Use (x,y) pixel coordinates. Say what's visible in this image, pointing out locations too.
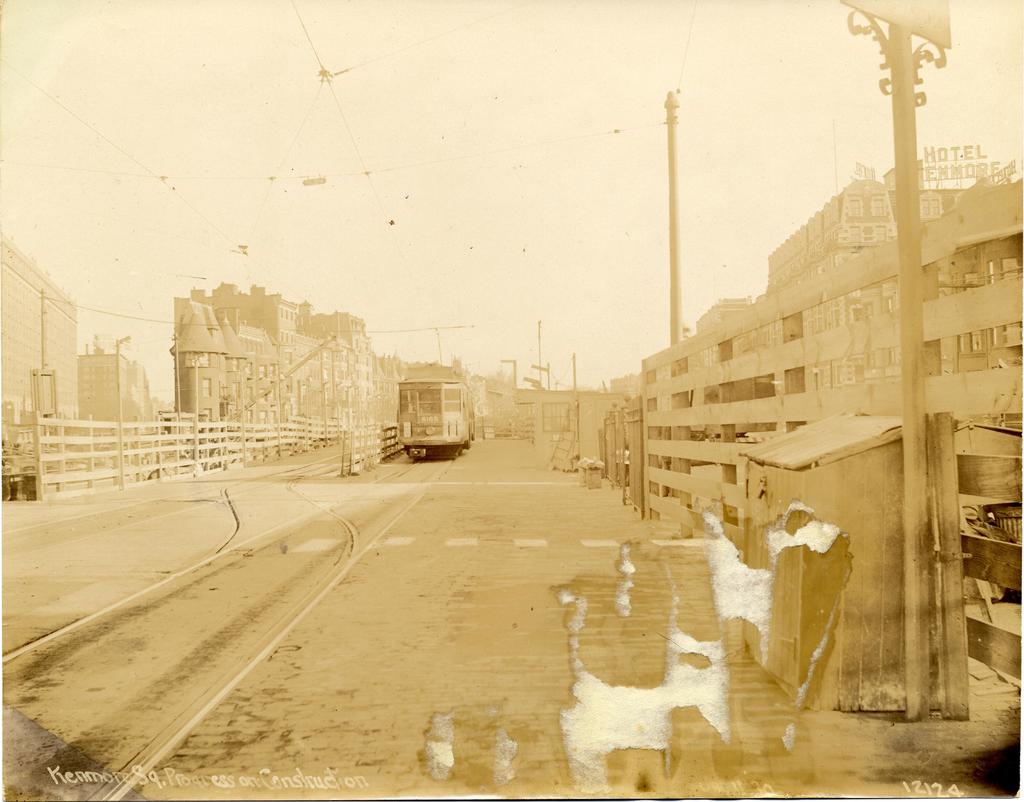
In this image on the right side (818,467) there is one box (869,577) and at the bottom (659,554) there is a road (277,518), on the road (289,486) there is one streetcar (436,406) and in the background (349,362) there are some buildings (522,406), poles (572,389) and street lights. On the top of the image (422,182) there are some wires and sky (400,258).
